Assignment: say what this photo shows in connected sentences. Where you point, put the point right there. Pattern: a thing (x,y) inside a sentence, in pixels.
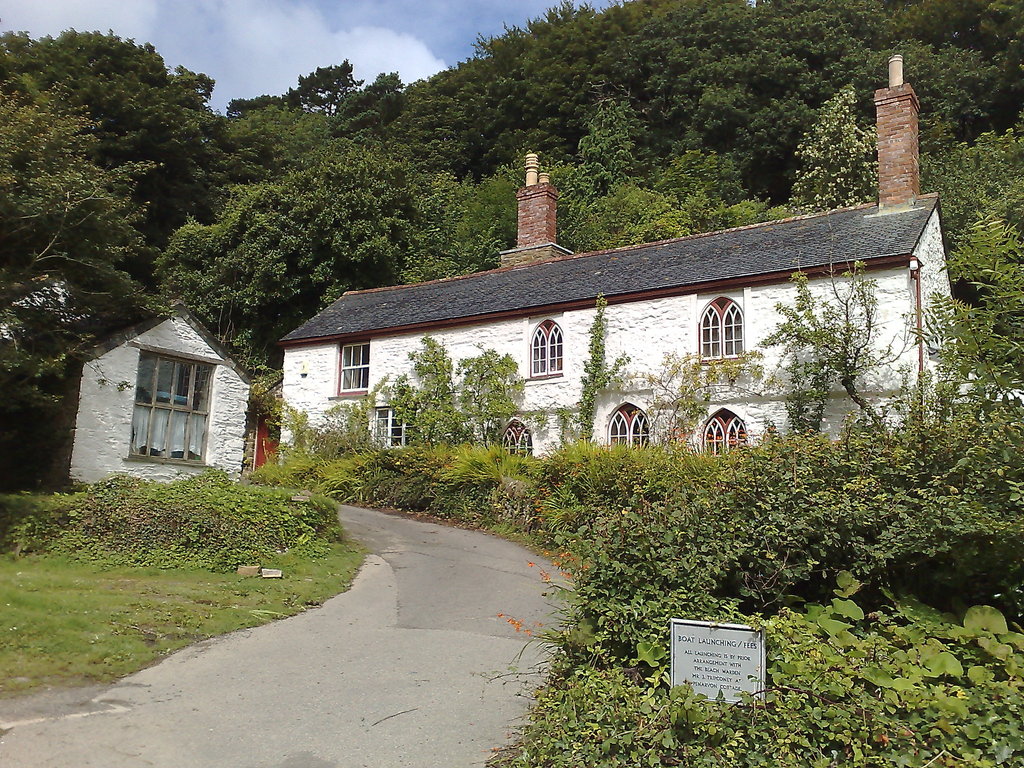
In the picture there is a house (380,406) and around the house (534,389) there is a lot of greenery (660,461) and in front of the house (306,362) there is a small hut (171,422) and there is a way (372,597) in between the grass (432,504) in front of that hut (148,424).
